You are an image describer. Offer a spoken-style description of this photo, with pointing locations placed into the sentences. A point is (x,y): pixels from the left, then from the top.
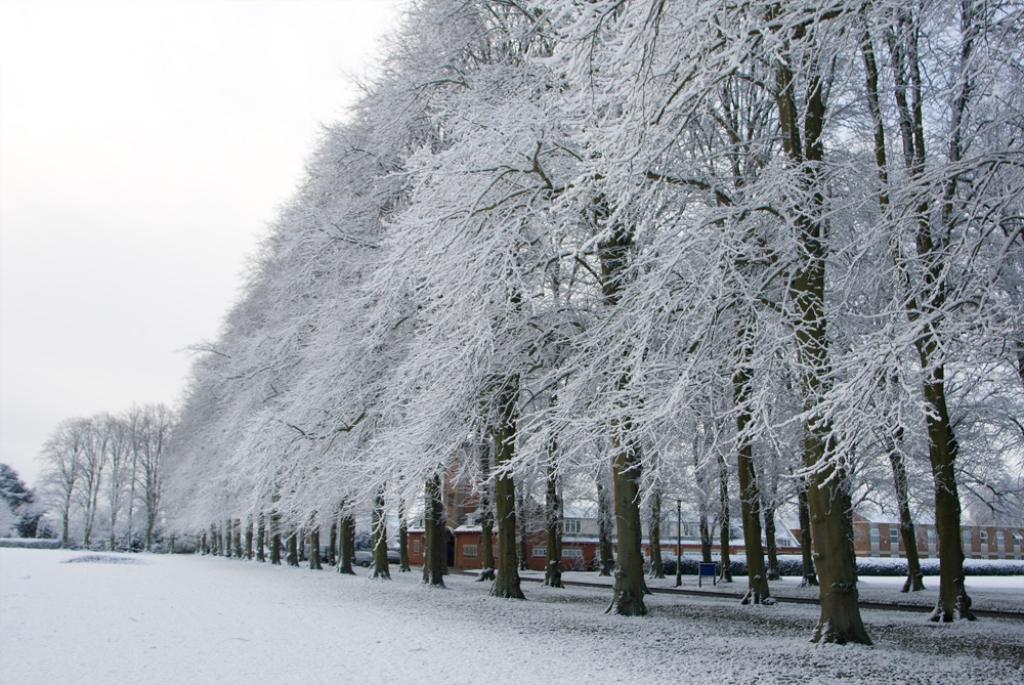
In this picture we can see trees (413,445), snow (269,569), buildings (881,536) with windows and some objects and in the background (58,273) we can see white color.
